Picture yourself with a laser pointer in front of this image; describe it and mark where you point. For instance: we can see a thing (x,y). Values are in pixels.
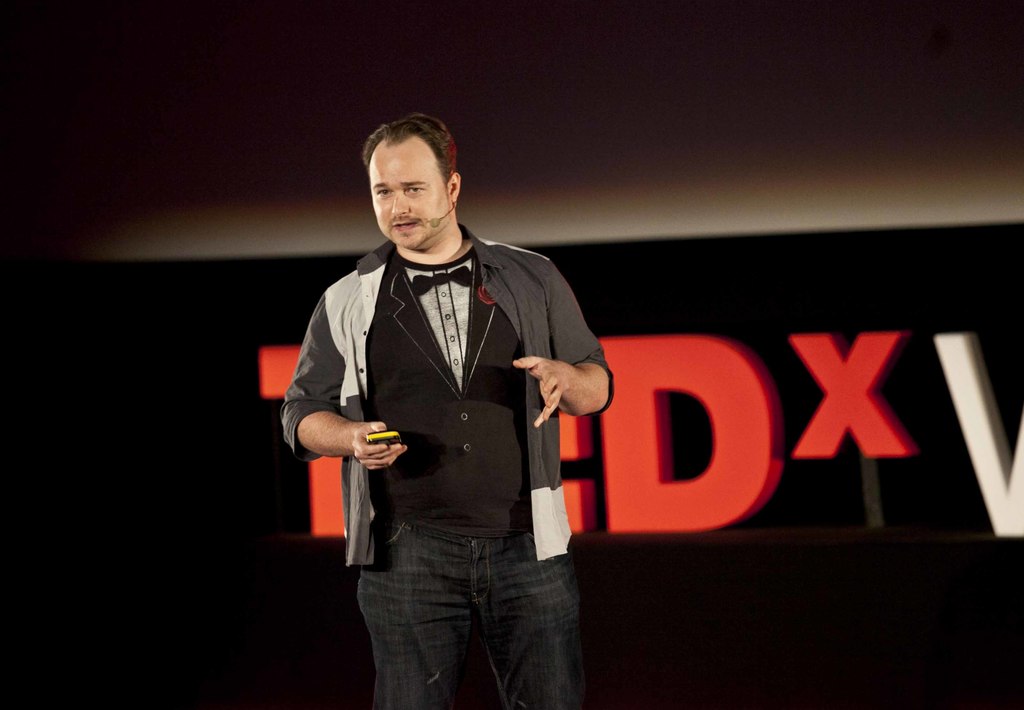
In this image I can see a man (448,478) is standing and holding an object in the hand (395,455). The man (433,423) is wearing a microphone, pant (466,615) and other type of clothes (428,491). In the background (766,469) I can see some name (797,458).
